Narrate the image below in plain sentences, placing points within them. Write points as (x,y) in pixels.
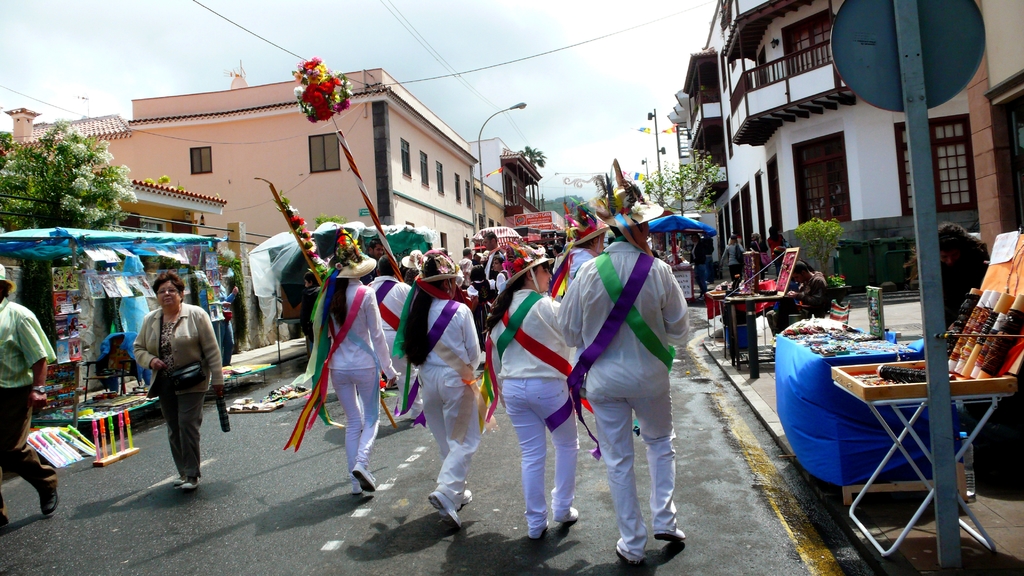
In this image, we can see people (572,302) walking on the road (499,440) and on the right (835,362), there are stalls (812,325) and on the left (126,262), there are sheds (199,253). In the background (219,165), there are trees (99,161), buildings (495,144), poles (498,115) along with wires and there is an umbrella (688,223).
